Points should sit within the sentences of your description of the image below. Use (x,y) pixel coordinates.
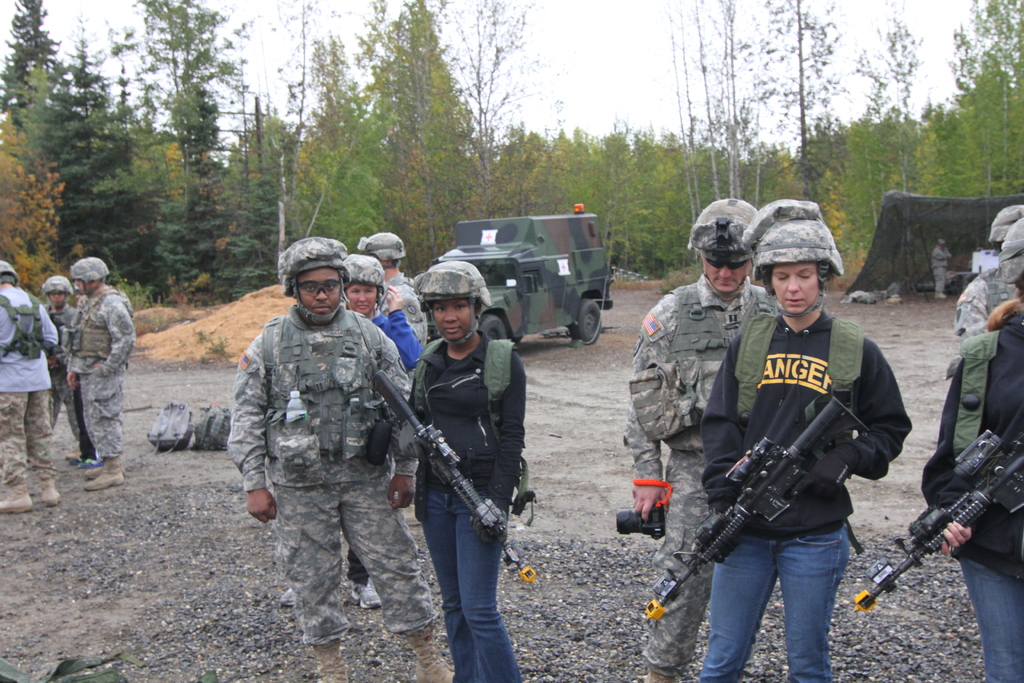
In this picture I can see there are few people (960,322) standing and on to right (789,534) I can see there are few people (830,450) holding weapons (830,409) and they are wearing jeans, jackets (777,372), bags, helmets (789,211), there are few more people (304,310) standing they are wearing army uniforms (690,525) at right (684,392) is holding a cameras (641,526), there are two bags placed on the floor (68,570). There are a group of people (87,338) standing at left (14,310) and there is a vehicle (557,258) in the backdrop (508,296) and there are trees (452,150) and the sky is cloudy.
